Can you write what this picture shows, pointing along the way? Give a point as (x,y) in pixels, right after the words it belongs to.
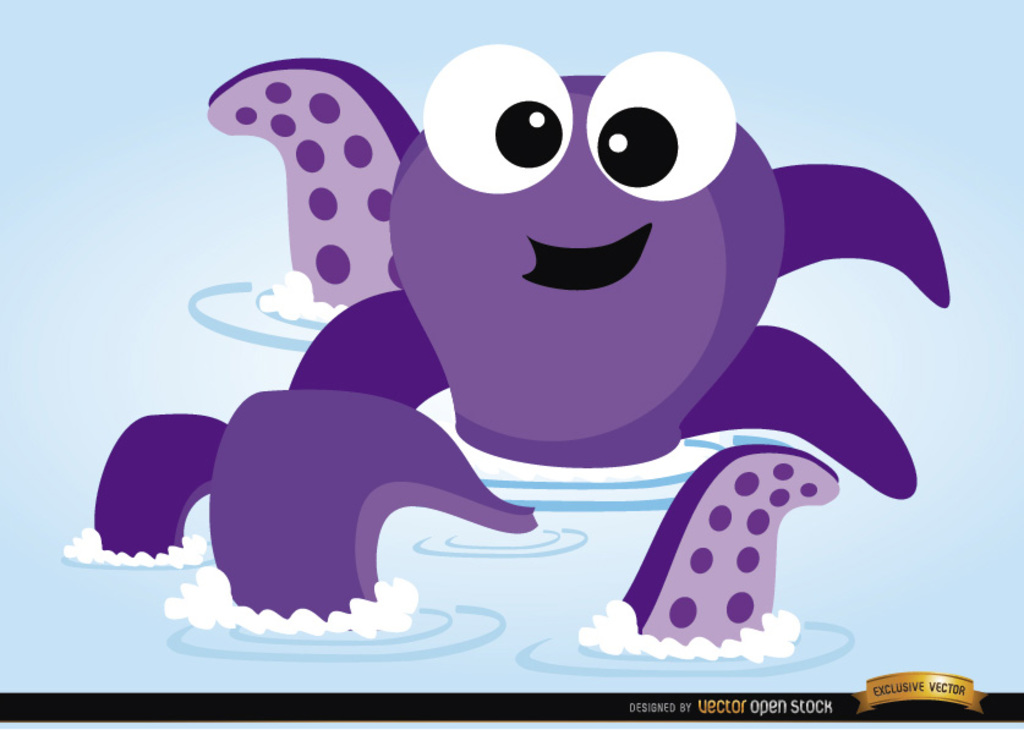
In this picture there is a purple octopus (503,189) in the image, on the water (441,619).
